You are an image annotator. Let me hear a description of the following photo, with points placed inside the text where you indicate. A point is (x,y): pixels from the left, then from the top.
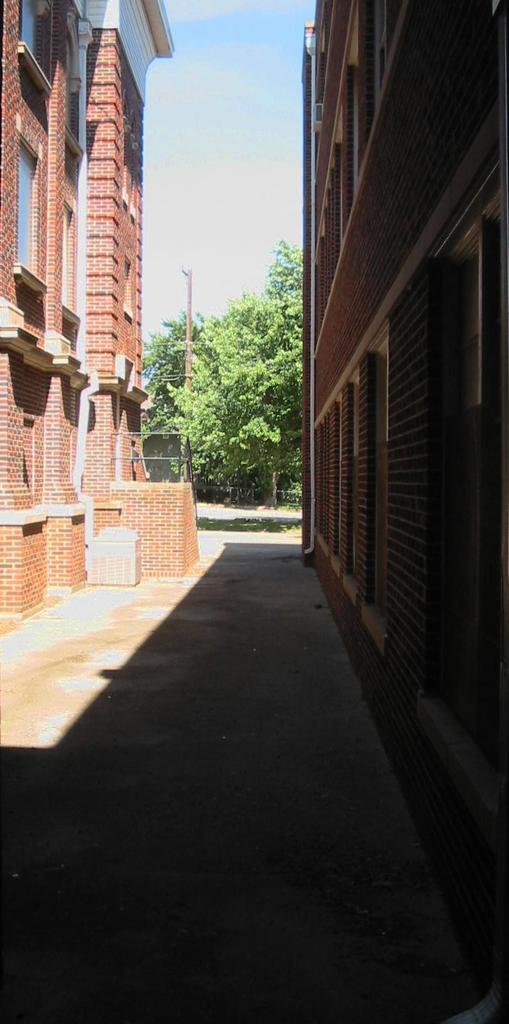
In this image we can see buildings (111,426) with windows (65,231) and railing (168,433). In the background (174,411), we can see a group of trees (192,410) and the sky (232,193).
